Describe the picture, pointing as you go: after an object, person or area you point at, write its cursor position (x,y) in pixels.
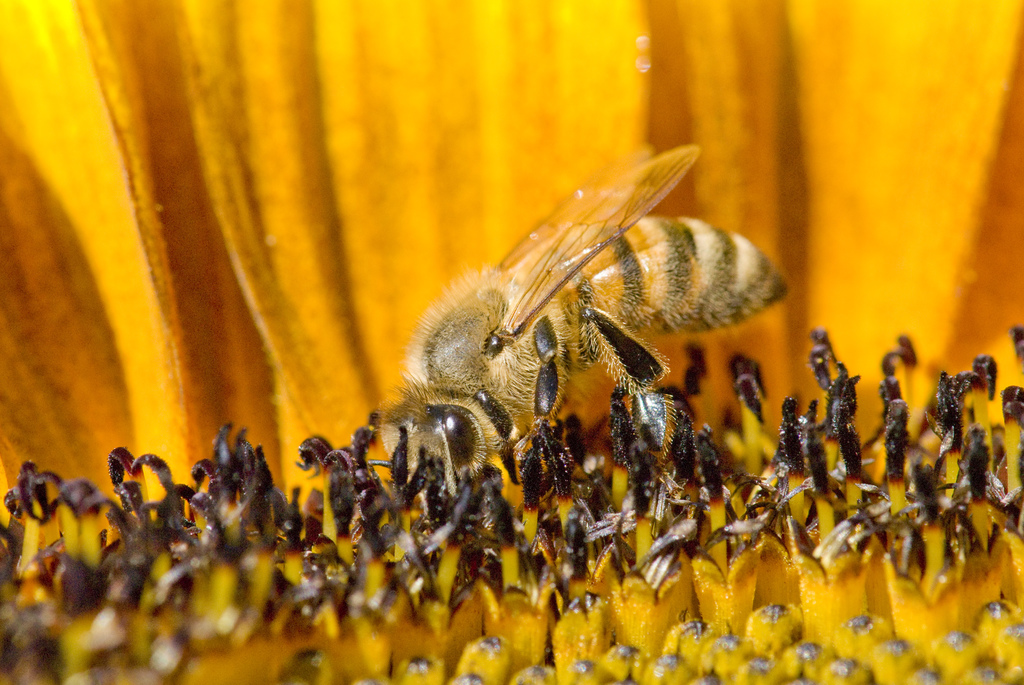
In this picture we can see a honeybee (551,390) and a flower (571,396).
